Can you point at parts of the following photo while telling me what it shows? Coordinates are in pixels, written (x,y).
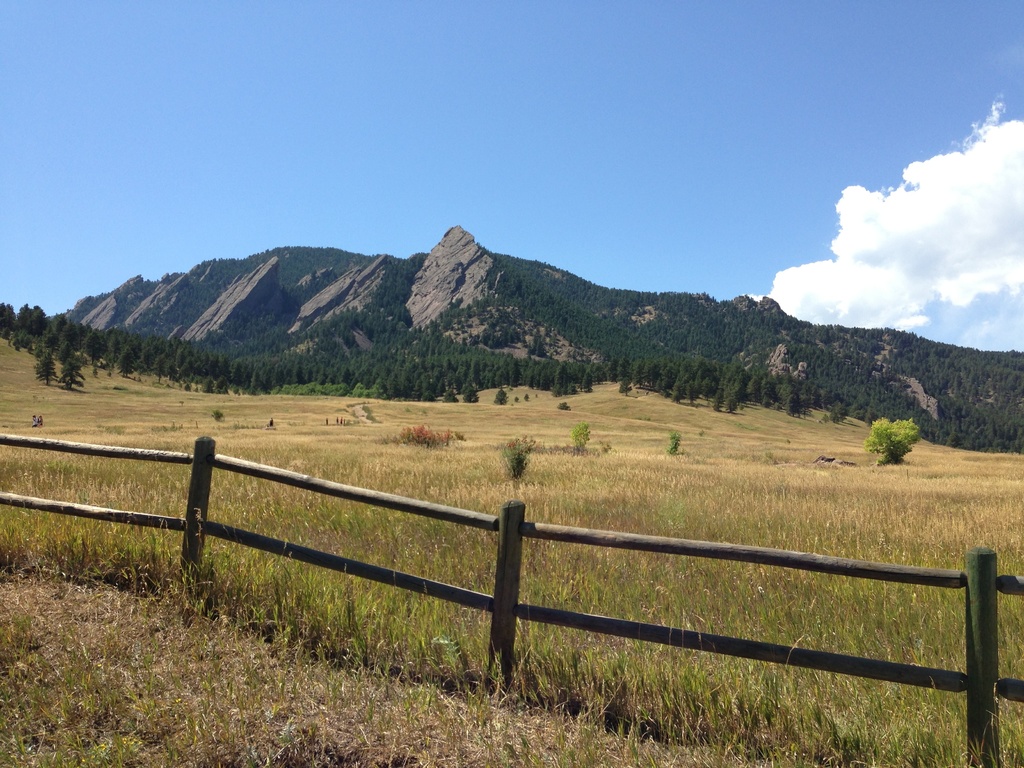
In this image at the bottom (436,630) there is a fence (499,579) grass (289,579), and in the background (260,325) there are some plants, trees (378,340) and mountains (433,308). At the top (502,124) there is sky (404,187).
